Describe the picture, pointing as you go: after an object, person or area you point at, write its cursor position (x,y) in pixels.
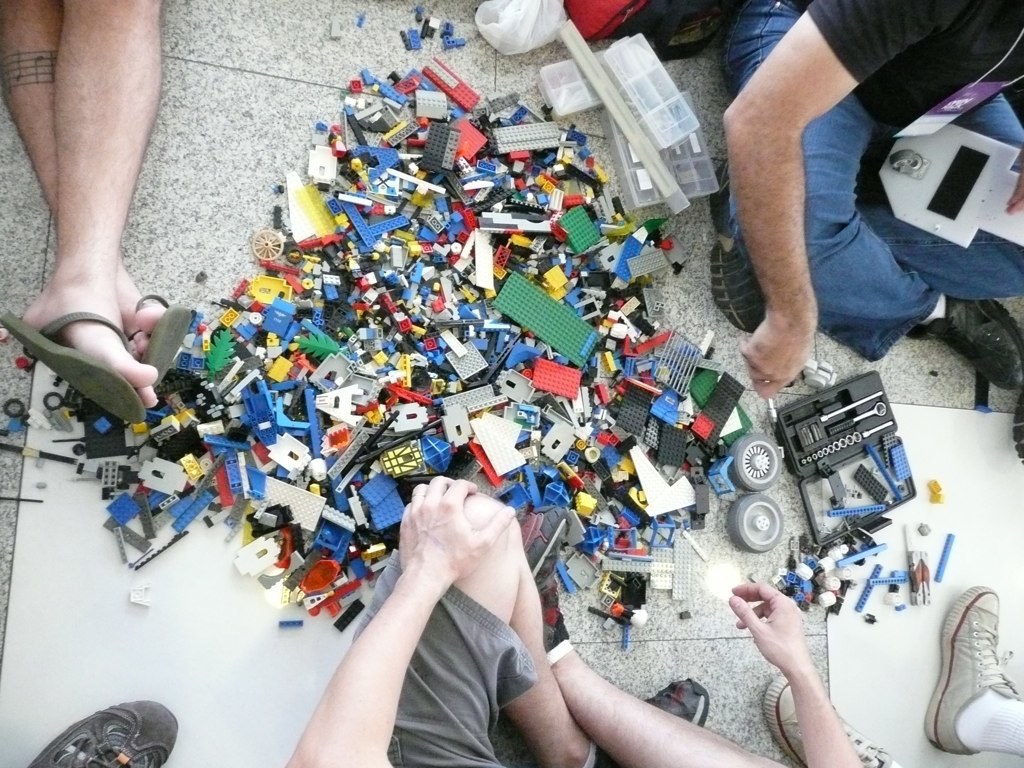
In the center of the image (423,284) there are legos (514,389) placed on the floor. At the bottom (389,660) we can see human legs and hands (408,663). On the top of the image (17,40) we can see person (916,90) and persons legs (53,86).
